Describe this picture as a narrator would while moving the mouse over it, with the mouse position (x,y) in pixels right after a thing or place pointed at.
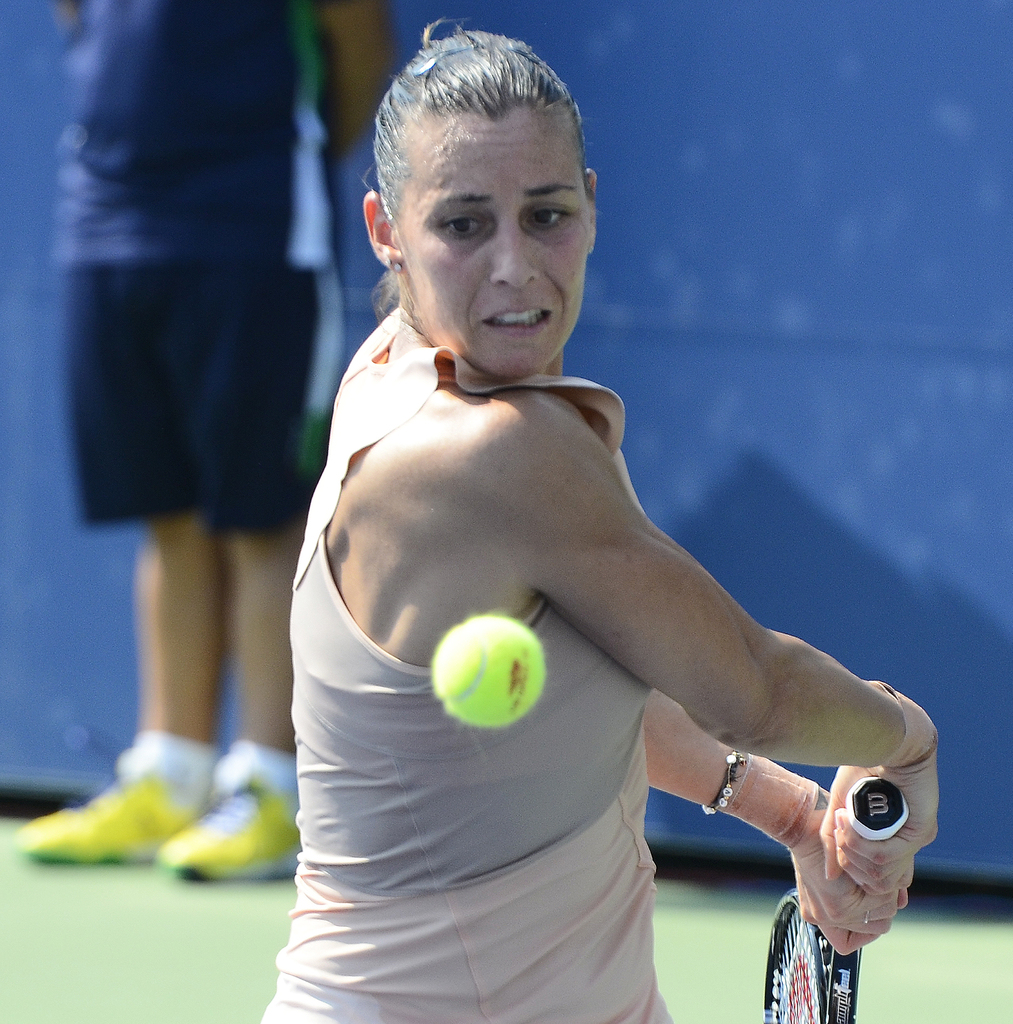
In the image there is a woman (480,90) in sleeveless top (376,997) holding a tennis racket (815,1003) about to hit the ball (486,672) and behind there is a person (148,464) standing in front of the wall (751,389) on the hard court floor (142,924).
